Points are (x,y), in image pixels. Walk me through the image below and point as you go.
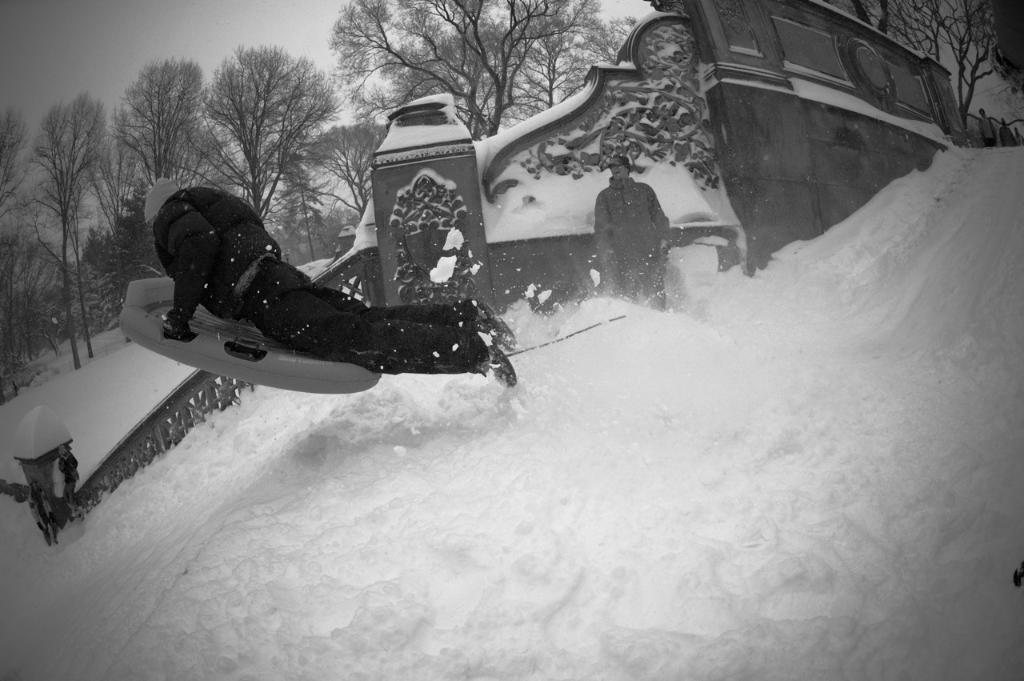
In this picture there is a man (264,233) who is wearing cap (149,203), jacket (210,240), trouser (311,332), shoe (493,348) and gloves (191,317). He is jumping with the slider (247,330). Here we can see another person (618,233) who is standing near to the stone wall (580,172). On the top right corner (996,117) we can see group of person (984,131) standing near to the building (891,101). On the background (138,211) we can see many trees (81,266). On the top left corner (154,23) there is a sky (272,1). On the bottom (718,533) we can see snow (652,585).
